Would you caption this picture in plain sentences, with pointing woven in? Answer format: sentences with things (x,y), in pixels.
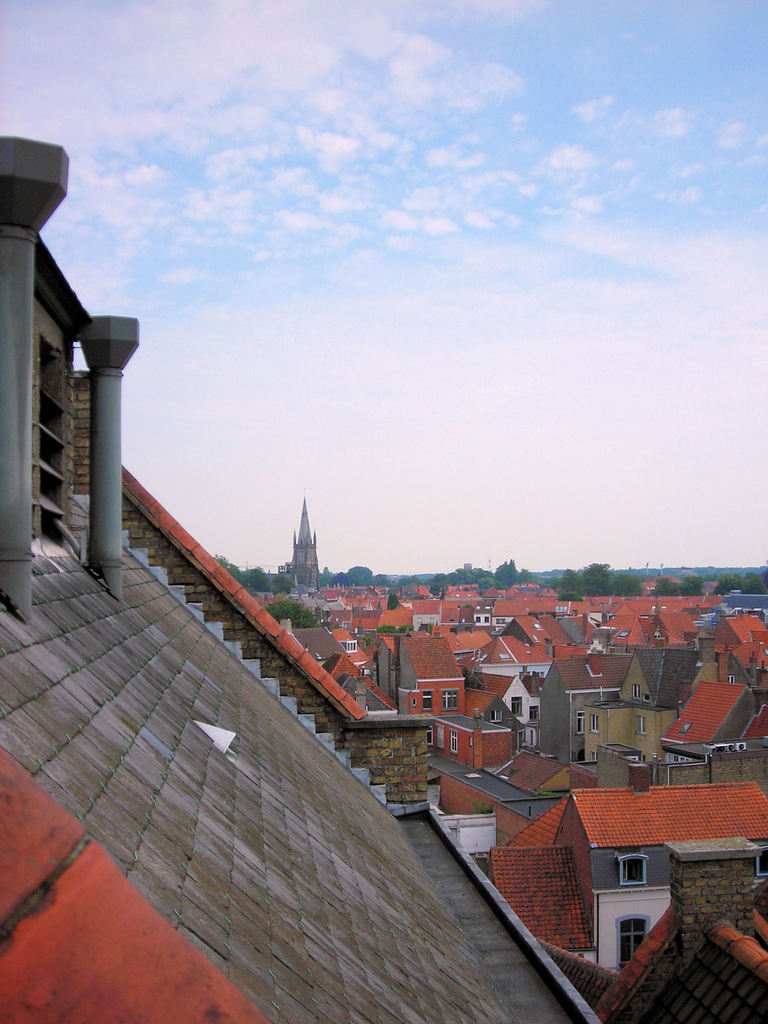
In this image there are houses (520,717). In the background (311,548) there is a tower (306,560). There are trees (570,598) and the sky (546,386) is cloudy.
